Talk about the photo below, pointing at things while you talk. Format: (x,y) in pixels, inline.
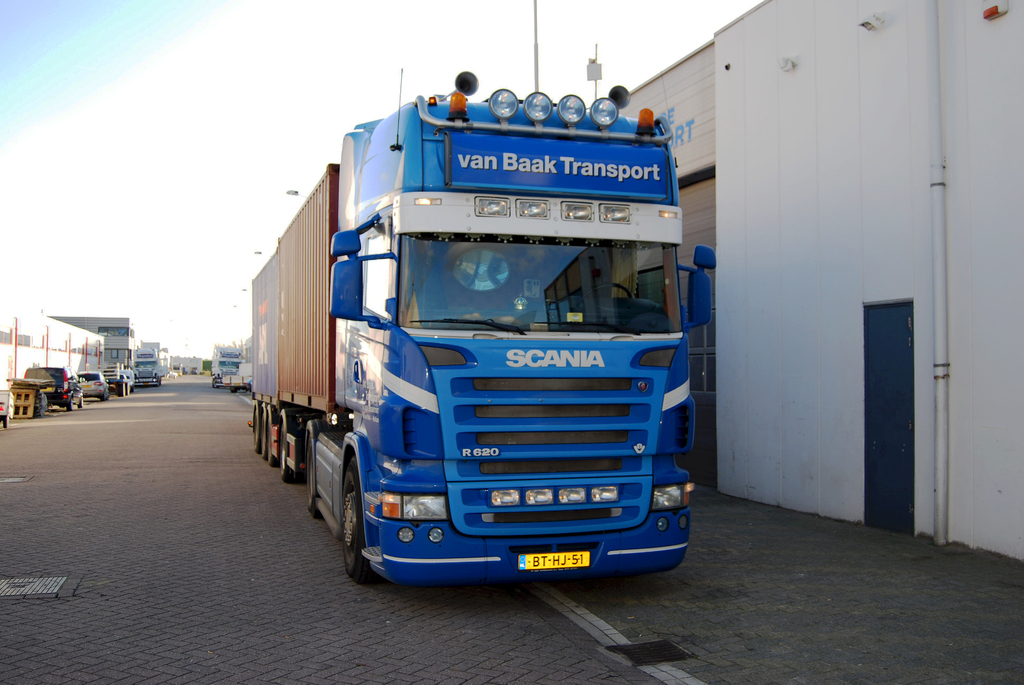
In the center of the image (568,361) we can see a vehicle (618,456) with group of lights (544,209), text (477,157) and number plate (546,568) placed on the ground (517,609). In the background (72,389), we can see group of vehicles (246,390) parked on road (18,427), wood pieces (28,385), buildings (851,319), a pipe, door (896,428) and the sky (207,107).
